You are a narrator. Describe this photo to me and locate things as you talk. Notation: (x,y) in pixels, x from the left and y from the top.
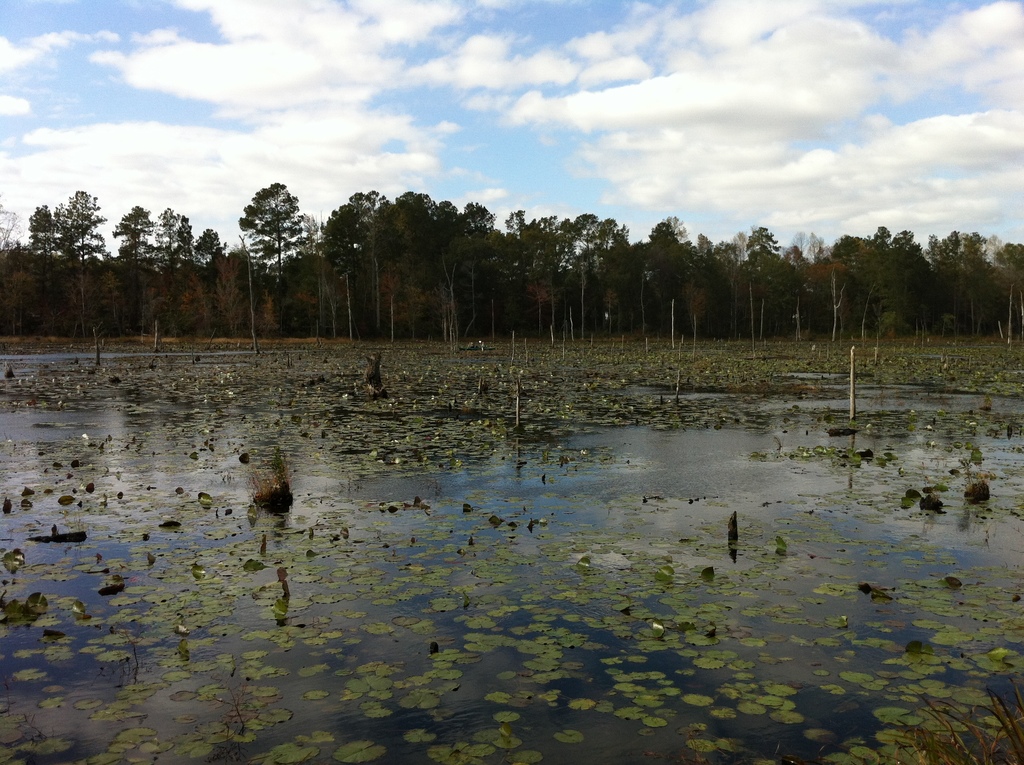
In this image we can see leaves (477,432) on the surface (652,512) of water (833,493). Background of the image (407,292), trees (520,288) are there. At the top of the image (527,82), sky (499,73) is there with clouds (744,87).
